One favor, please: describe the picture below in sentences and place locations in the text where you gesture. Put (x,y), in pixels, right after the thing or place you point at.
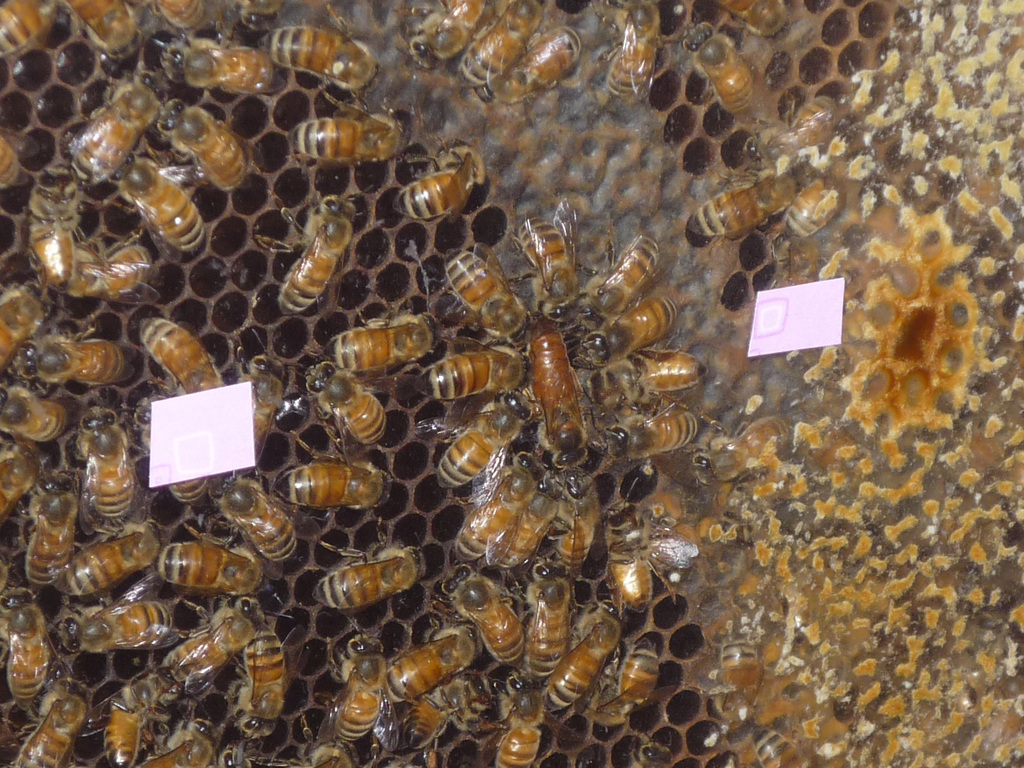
In this picture we can see honey bees (524,489) on the honeycomb (442,581).
